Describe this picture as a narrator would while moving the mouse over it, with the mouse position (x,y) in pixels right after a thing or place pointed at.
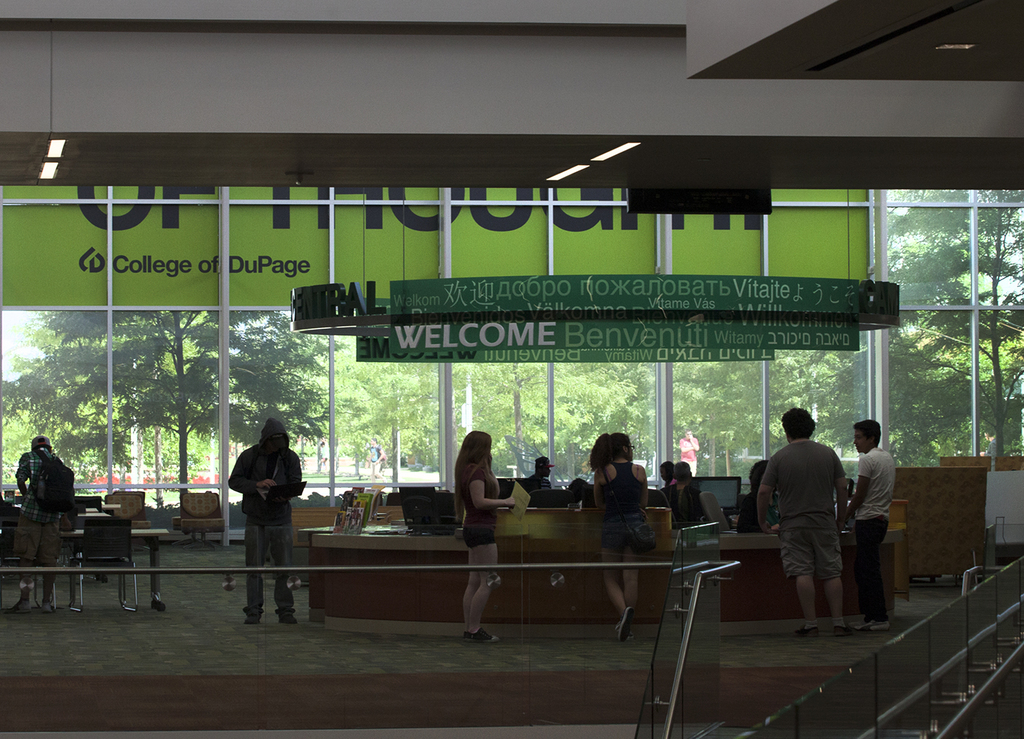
In this picture some people (267,465) are standing and this person (276,527) is looking into the laptop (288,494). There is a monitor (735,498). Here these are the chairs (93,527). And this is the inside view of a building (448,485). and in the background (279,388) we can see the trees (635,392). This is the floor (463,654).
